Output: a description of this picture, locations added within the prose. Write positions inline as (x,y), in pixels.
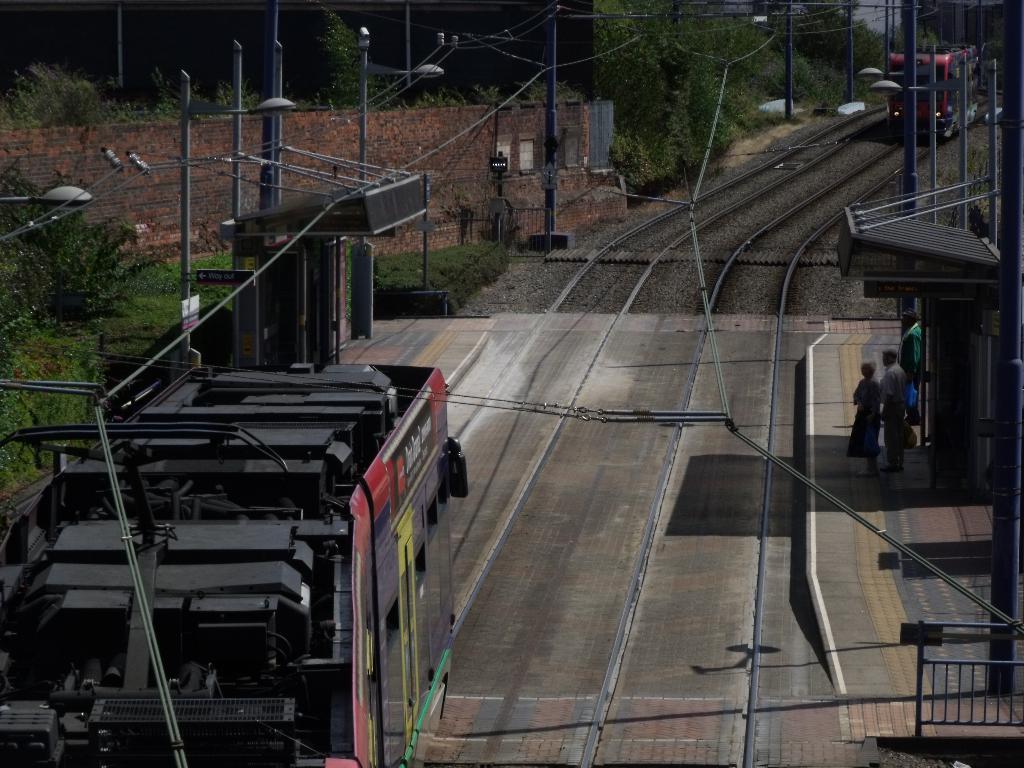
In the foreground of this picture (509,401), there is a train (418,461) moving on the track (574,316) and on either side there is platform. An another train (924,98) coming in the opposite direction on the track (696,620). In the background (685,32), there are trees (708,41) and poles (908,103).
